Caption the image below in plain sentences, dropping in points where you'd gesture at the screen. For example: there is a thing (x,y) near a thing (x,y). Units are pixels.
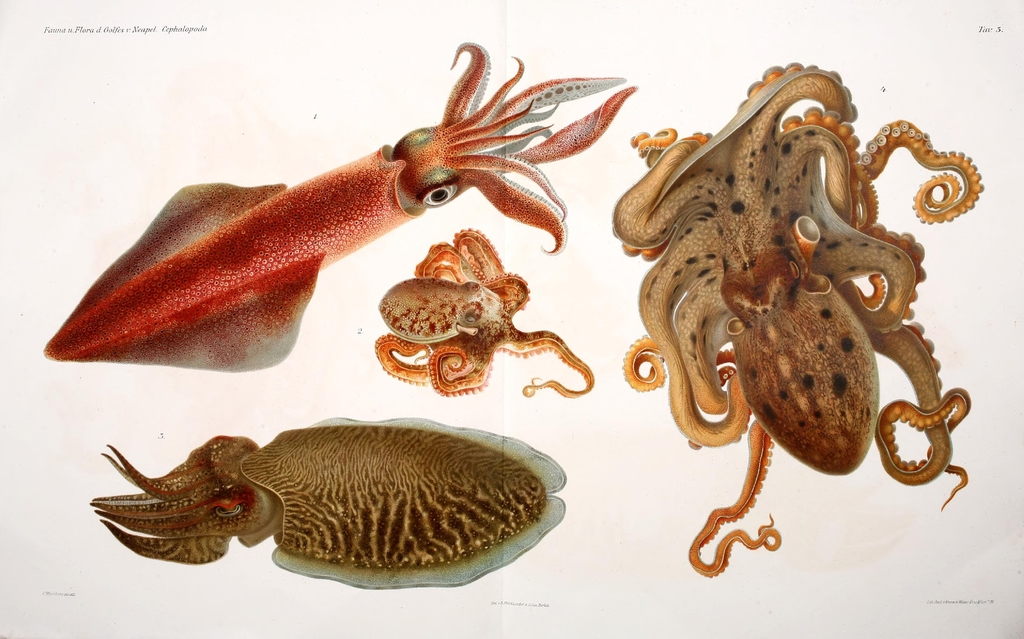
The picture consist of different aquatic animals (454,295). On the top left (89,29) there is text (124,30).
